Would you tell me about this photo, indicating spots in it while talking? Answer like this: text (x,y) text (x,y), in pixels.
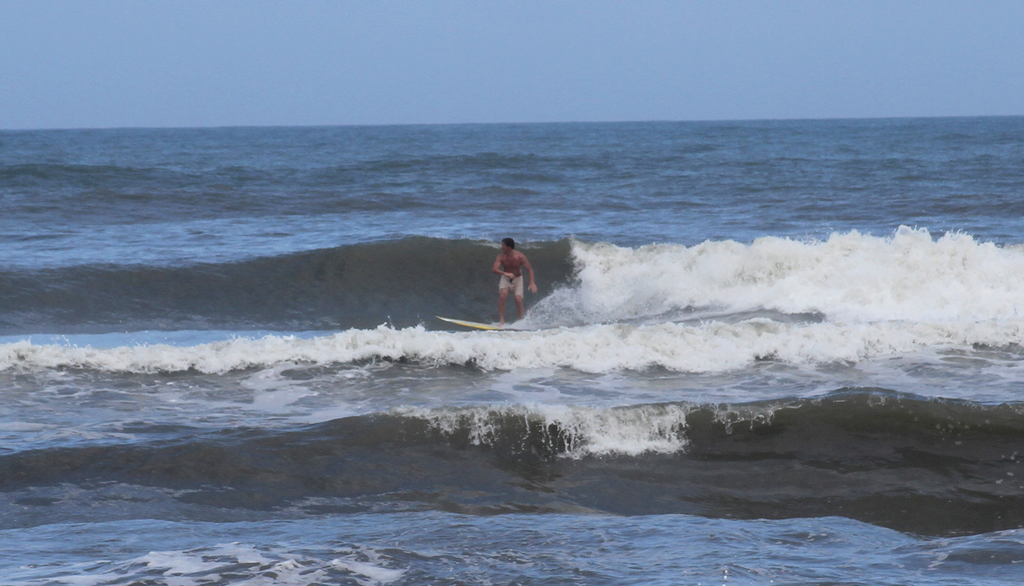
In this picture we can see water (123,268) at the bottom (558,417), there is a man (512,278) surfing in the water (495,312), we can see the sky (477,68) in the background (477,50).
